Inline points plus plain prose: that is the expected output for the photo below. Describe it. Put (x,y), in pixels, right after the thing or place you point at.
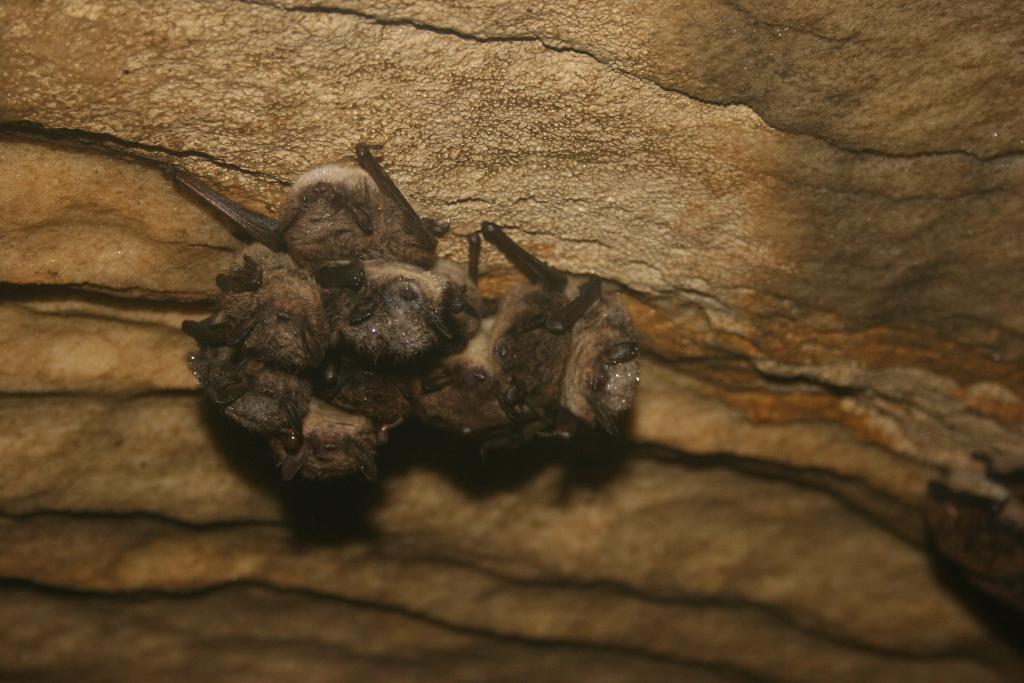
In the image there are several bats (357,238) and on the bats (370,349) there is some fungus (374,329).
